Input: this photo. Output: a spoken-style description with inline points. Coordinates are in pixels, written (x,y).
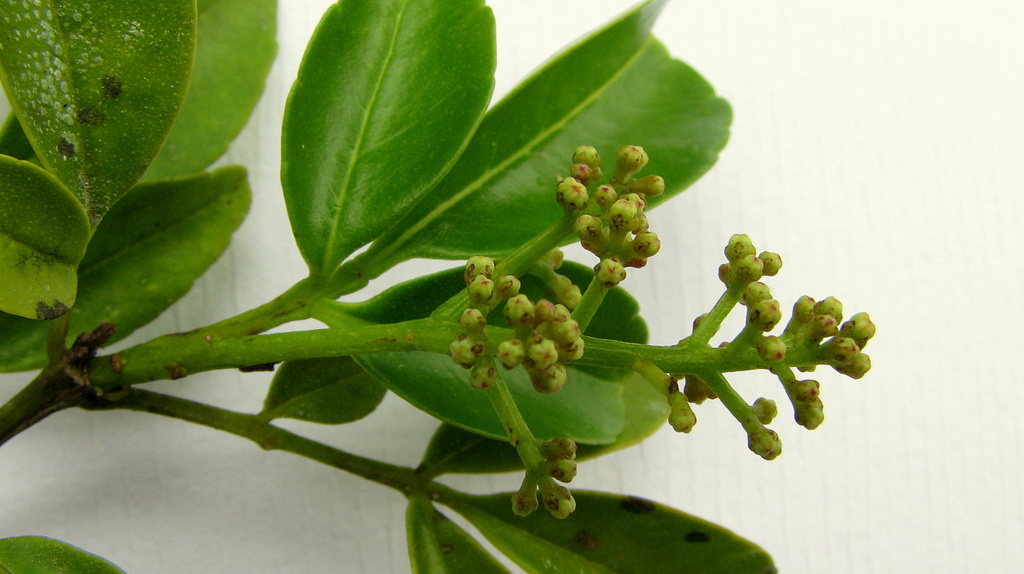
In this image, we can see green leaves (511,379), stems (511,340) and buds (562,366). Background (1012,197) there is a white wall (150,550).
